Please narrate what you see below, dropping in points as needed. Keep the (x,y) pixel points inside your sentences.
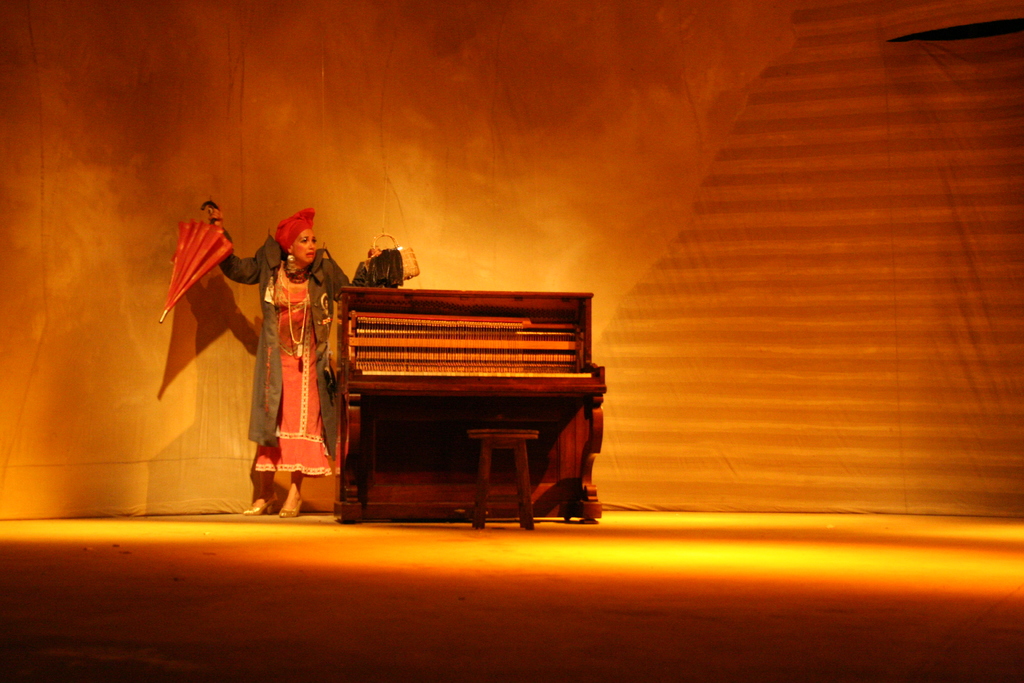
In the middle (449,389) there is a piano (437,411). On the left (292,364) there is a woman (290,403) she is wearing black jacket (269,268), she is holding umbrella (192,253) and hand bag (386,264). I think this is a stage performance.
